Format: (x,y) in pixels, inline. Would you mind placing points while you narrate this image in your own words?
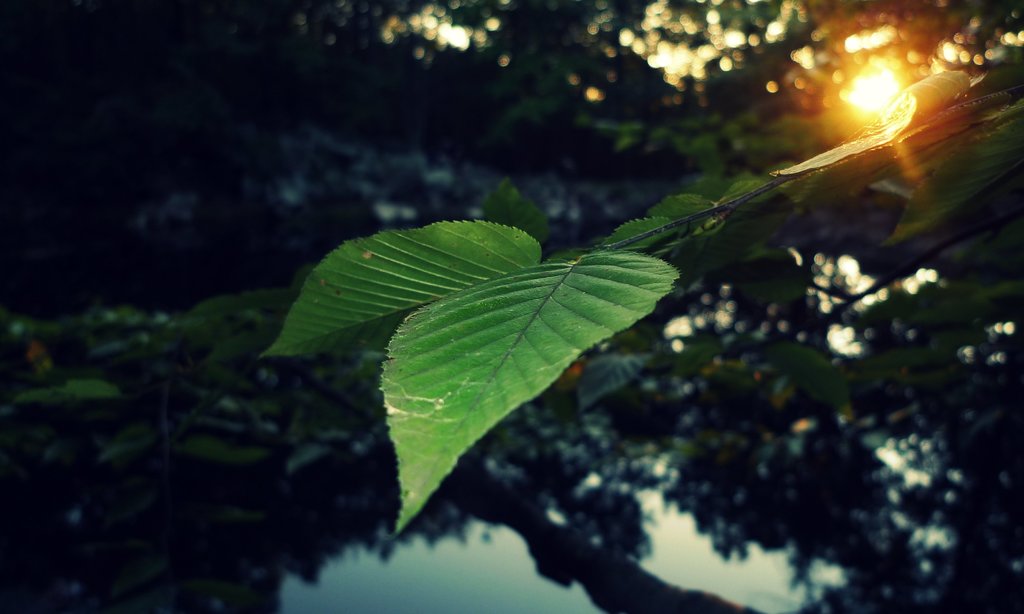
In this image there are trees (257,19) and we can see leaves (588,269). At the bottom (526,524) there is water (638,547). In the background (869,108) we can see the sun (877,94).
